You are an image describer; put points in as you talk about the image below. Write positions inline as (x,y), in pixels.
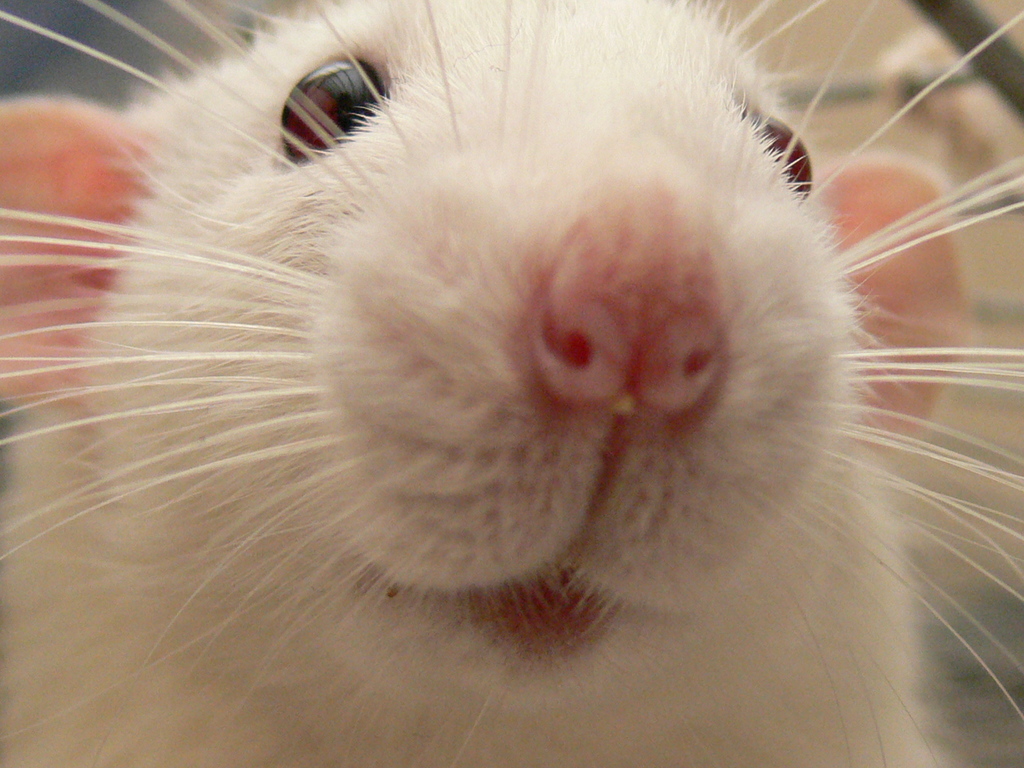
In this image we can see a white color rat (471,255) and the background (145,64) it is blurred.
